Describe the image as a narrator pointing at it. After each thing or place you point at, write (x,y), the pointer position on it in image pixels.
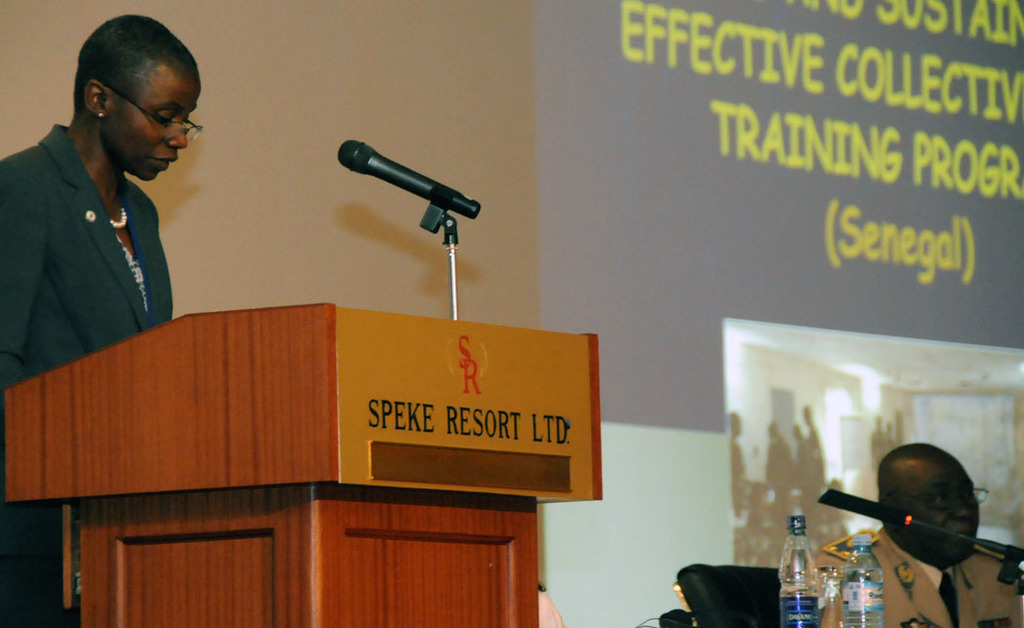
In the image there is a woman (145,163) in green standing at dais (280,621) and talking on mic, on the right side (919,551) there is a man (895,573) sitting in front of table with water bottles (843,577) and mic (1017,546) on it and behind there is a screen (711,249) on the wall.
